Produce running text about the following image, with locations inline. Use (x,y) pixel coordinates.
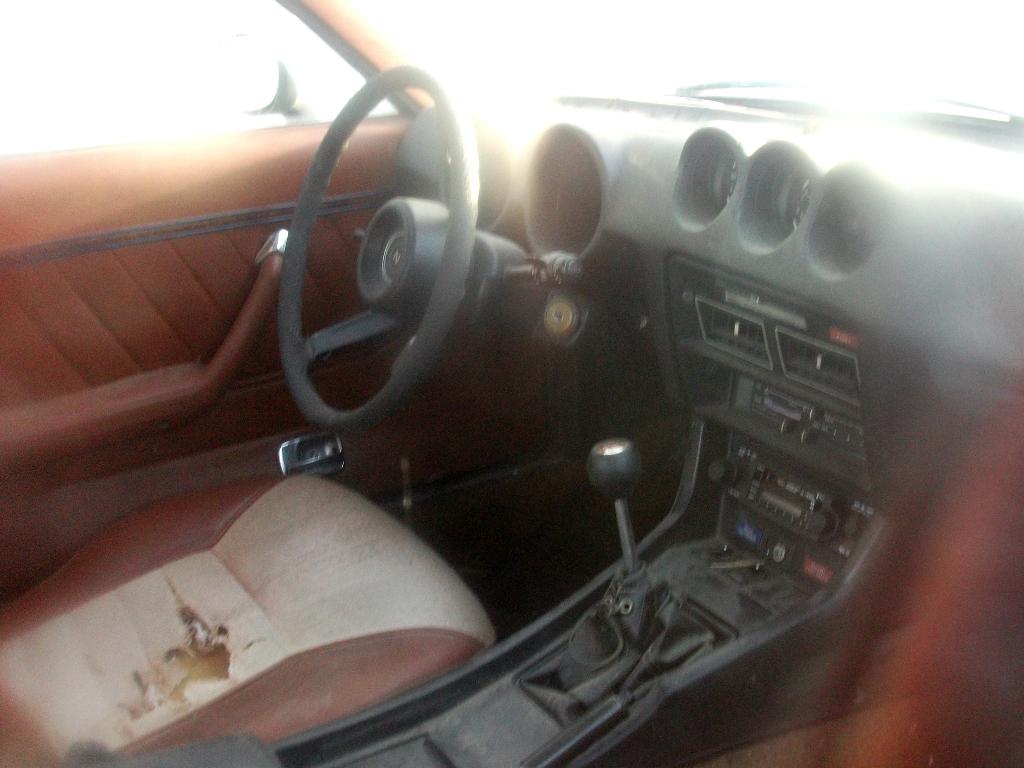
The image is captured from inside a car (416,680), there is a steering (471,253), speedometer (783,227), gear (603,450) and many more parts (684,305) inside a car (496,343).
